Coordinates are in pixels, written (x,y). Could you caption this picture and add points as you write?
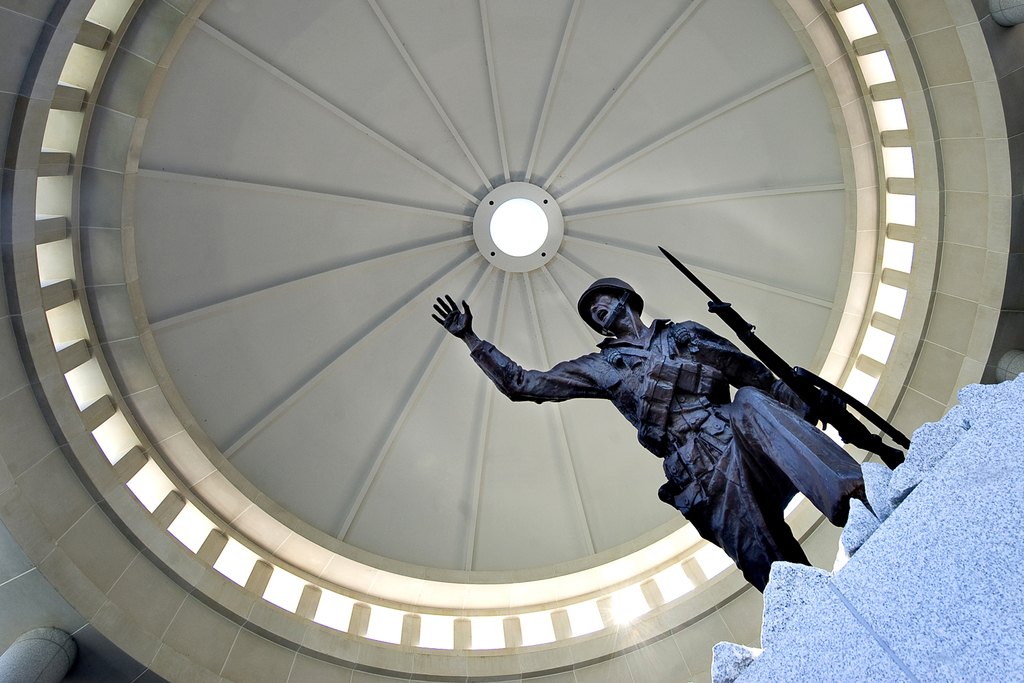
In the picture i can see a statue (589,363) of a person (600,367) who is holding gun (673,263) in his hands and top of the picture (515,120) there is roof (368,286).
